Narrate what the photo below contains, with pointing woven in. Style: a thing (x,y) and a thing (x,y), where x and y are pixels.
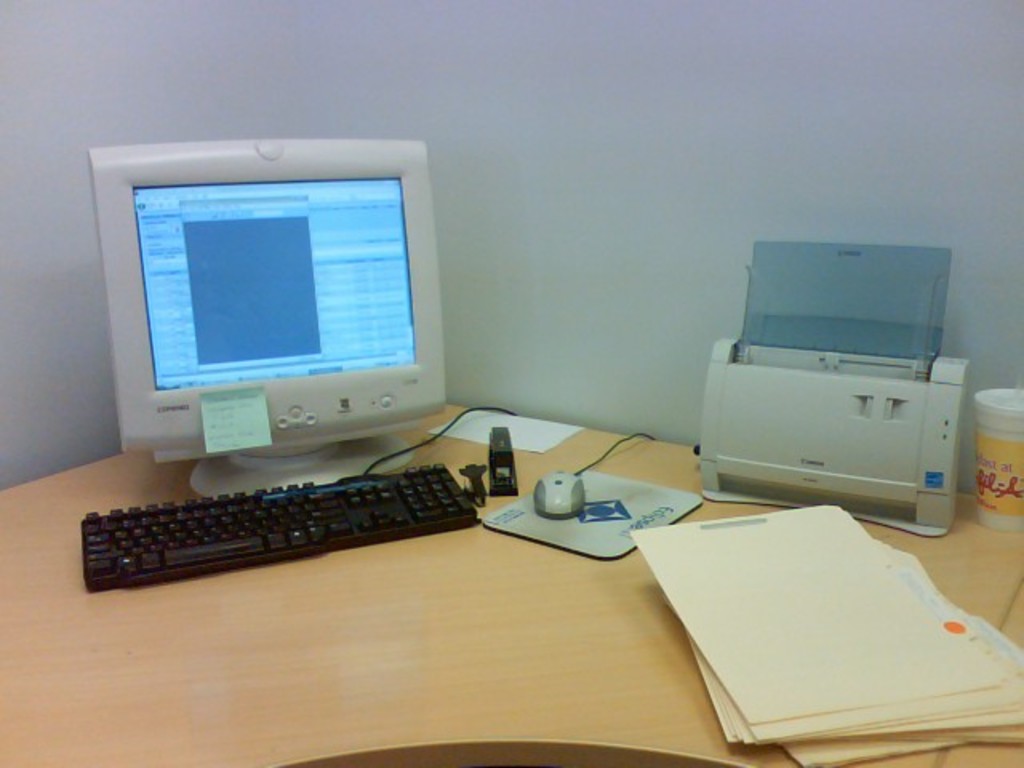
There is a computer monitor (295,328) on the table (431,648). We can observe a keyboard (314,516), mouse (564,501), mouse pad (617,501) and a printer (820,390) here. There are some papers (801,634) on the table (364,637). In the background (556,183) there is a wall (489,77).
